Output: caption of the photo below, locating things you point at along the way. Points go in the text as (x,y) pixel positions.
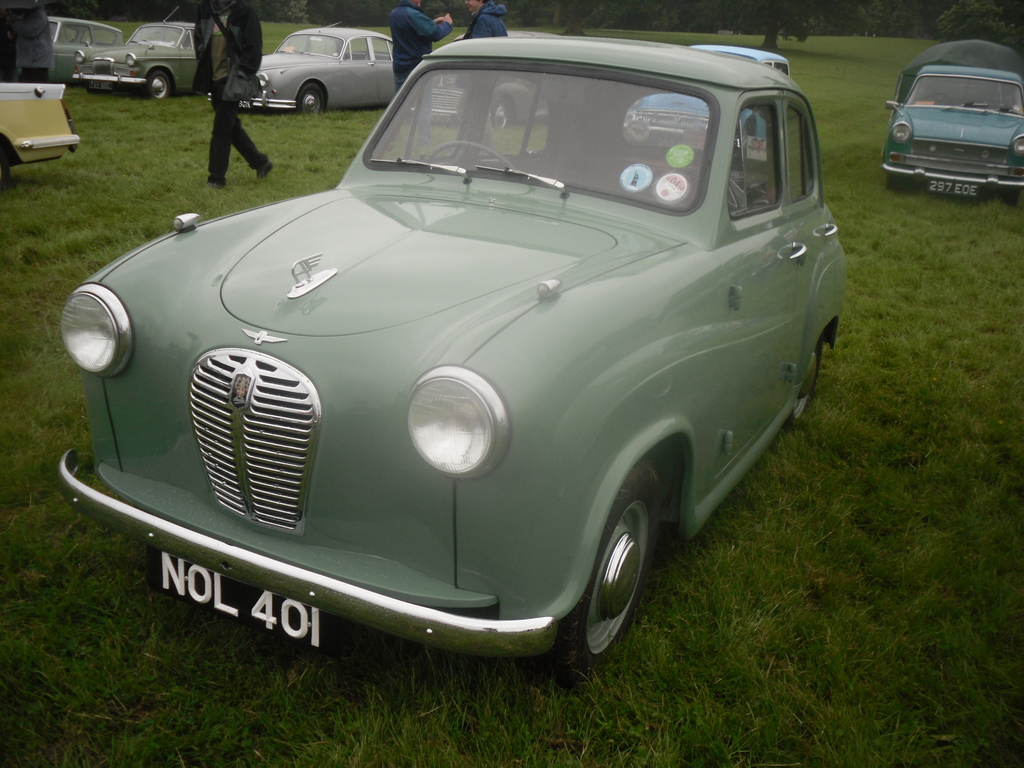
In this image there are vehicles (456,176) on the grassland (308,165). Left top there is a person (226,108) walking on the grassland (266,196). Behind there are two people (413,64) standing on the grassland (371,120). Top of the image (601,26) there are trees (700,5).
